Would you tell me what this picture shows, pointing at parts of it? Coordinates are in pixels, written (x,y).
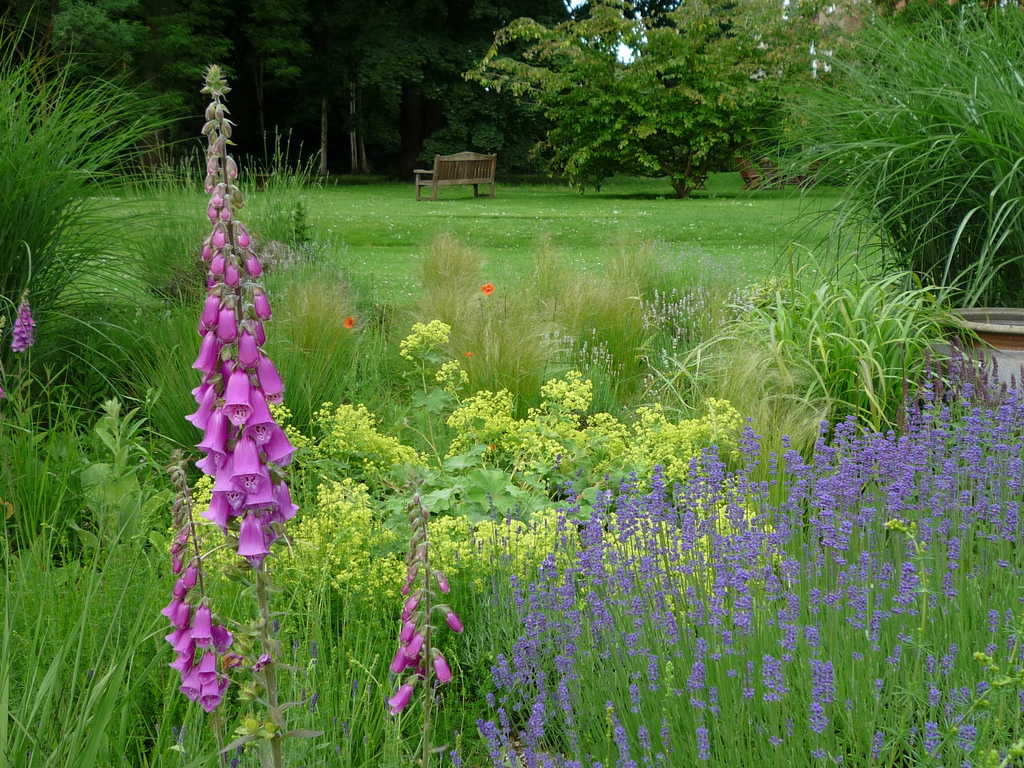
In this image I can see few plants (571,439) which are green in color and few flowers (765,576) which are pink, purple and orange in color. In the background (548,27) I can see few trees (689,76) which are green in color, a brown colored bench (466,176) and the sky (637,14).
